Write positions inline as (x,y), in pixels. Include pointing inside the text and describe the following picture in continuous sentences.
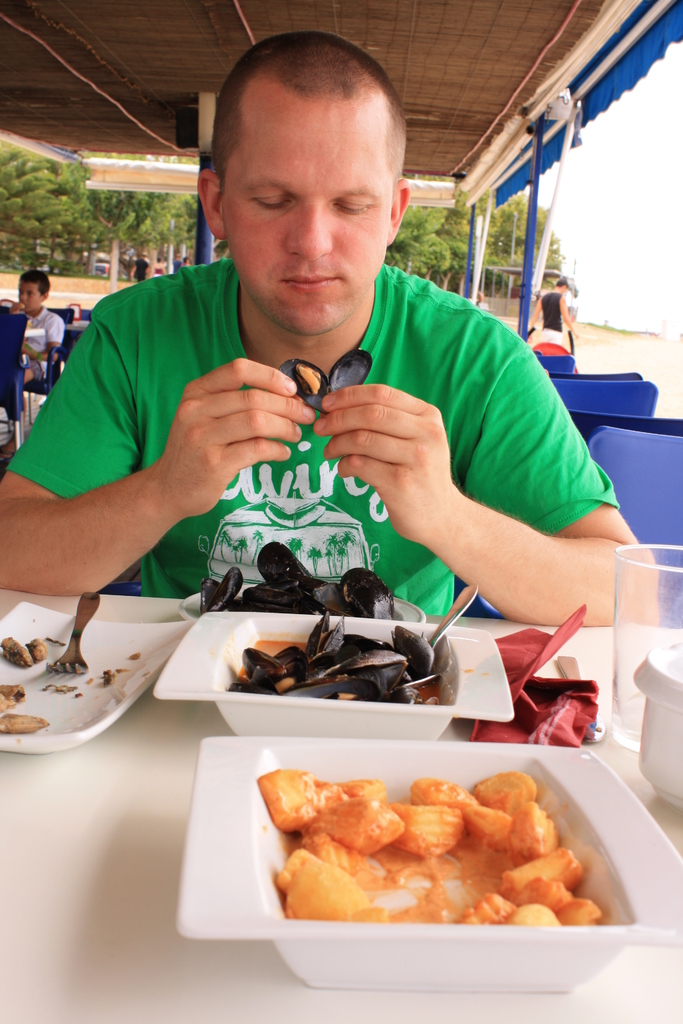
In the foreground of the picture (200,609) there is a table (148,723), on the table (6,1016) there are spoons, plates (140,680) and bowls (326,775) and food items (394,686). In the center (332,366) there is a man (361,417) sitting and eating, behind him there are chairs (569,360) and tables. At the top (436,81) it is tent (173,71). In the background (136,232) there are trees (148,235) and people (561,299).
